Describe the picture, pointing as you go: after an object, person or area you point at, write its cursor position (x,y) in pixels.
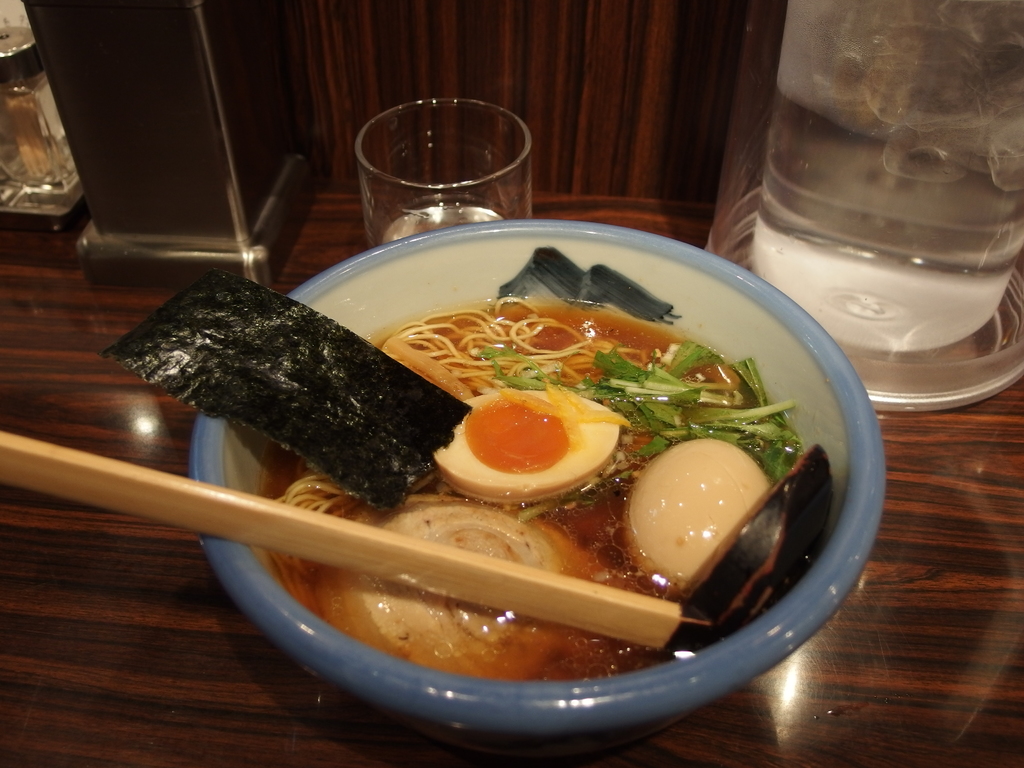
In the image there are some cooked food items (512,424) kept in a bowl (490,251) along with the soup (639,335) and around the bowl (459,252) there is a glass (459,166) and other objects (216,66).
